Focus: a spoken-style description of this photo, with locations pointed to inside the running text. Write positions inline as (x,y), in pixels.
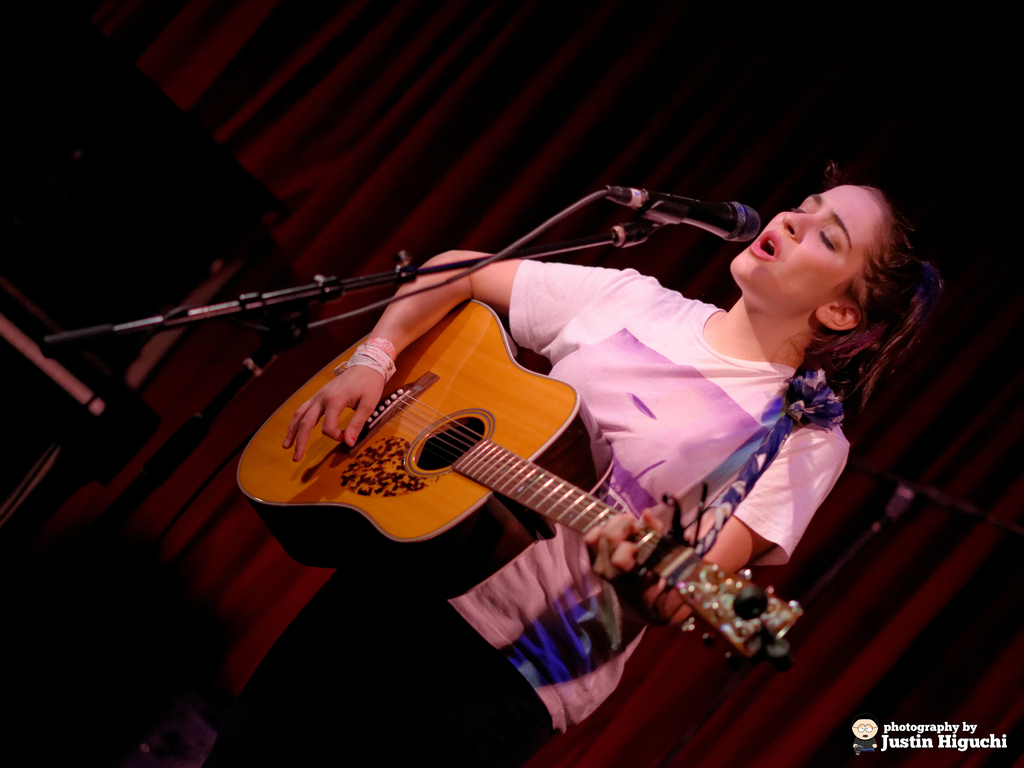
This is a picture of a woman (594,672) in white t shirt (717,460) was standing on the stage (122,719) and holding a guitar (456,399) and the woman (648,369) is singing a song in front of the woman (618,449) there is a microphone (676,203) with stand (540,250). Behind the woman (683,394) there is a red curtain (460,163) and on the image there is a watermark (963,742).
